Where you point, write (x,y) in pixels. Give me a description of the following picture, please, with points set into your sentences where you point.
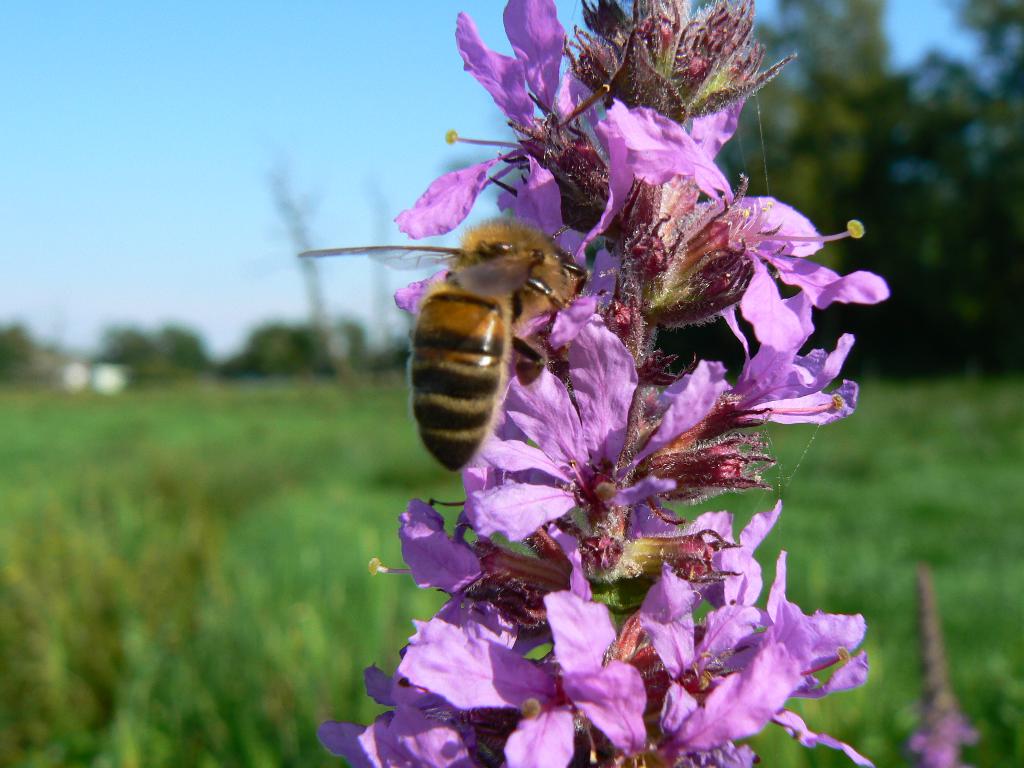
In this image I can see few purple colour flowers (586,418) and on it I can see a honey bee (449,248). In the background (122,674) I can see an open grass ground (792,740), few trees (848,40), the sky (204,231) and I can see this image is little bit blurry in the background (209,721).
